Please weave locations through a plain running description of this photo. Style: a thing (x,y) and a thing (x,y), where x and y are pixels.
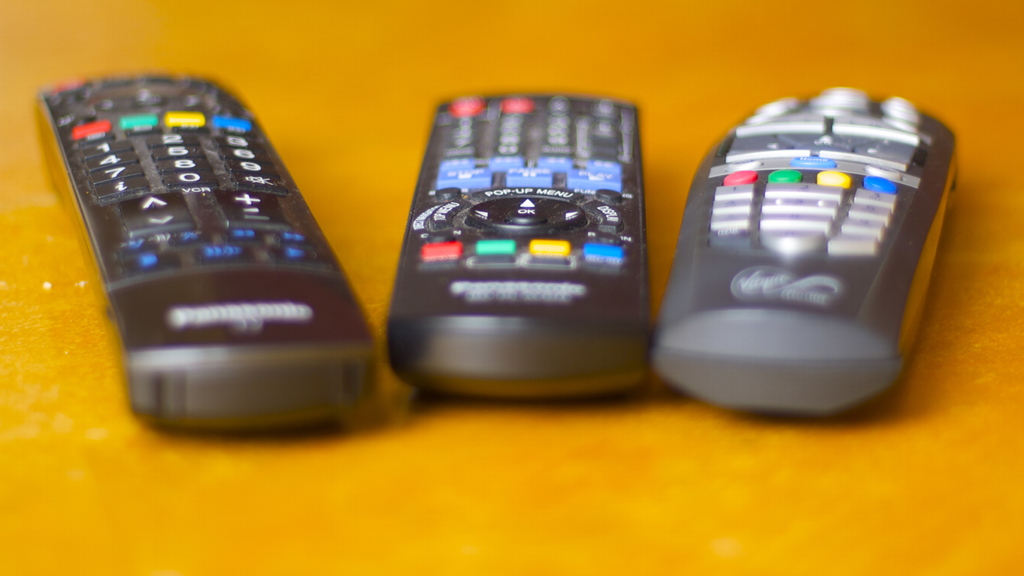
In this image we can see three remotes (697,314) on the yellow color surface (510,482).
